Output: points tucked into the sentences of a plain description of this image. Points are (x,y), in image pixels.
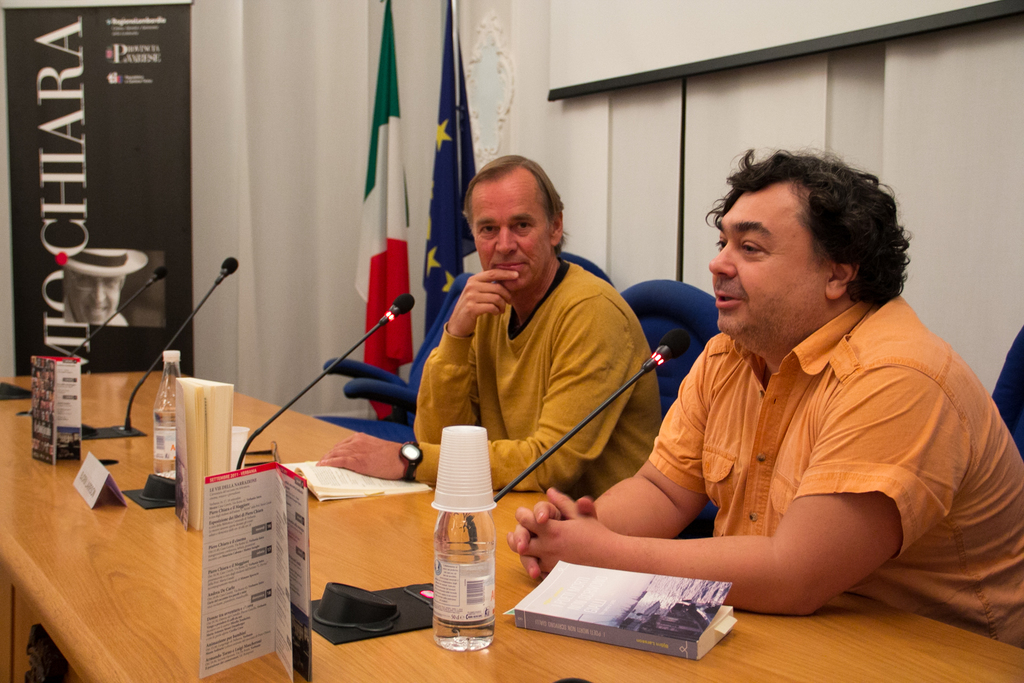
In the image there are two men (567,371) sat on chair (1023,441) in front of table (505,524), one is talking on mic (663,346) and in front (664,605) there is a book (565,605) and a bottle (452,554) with cups (435,507) and on the wall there are two flags (397,235).
